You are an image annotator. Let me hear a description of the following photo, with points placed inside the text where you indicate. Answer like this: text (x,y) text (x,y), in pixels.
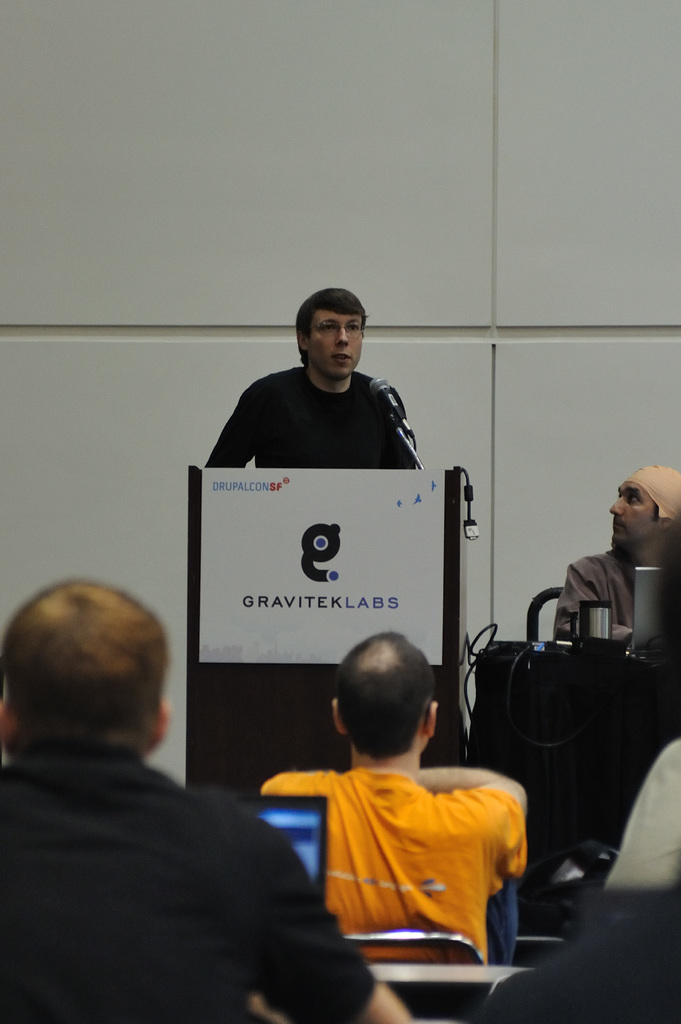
In this picture we can see some people (443,801) are sitting on chairs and a man (300,438) is standing behind the podium (202,704) and on the podium (209,709) there is a board (304,555) and a microphone (383,402). In front of the people (277,850) there are laptops (304,847) and cables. Behind the people (6,659) there is a wall (621,444).
